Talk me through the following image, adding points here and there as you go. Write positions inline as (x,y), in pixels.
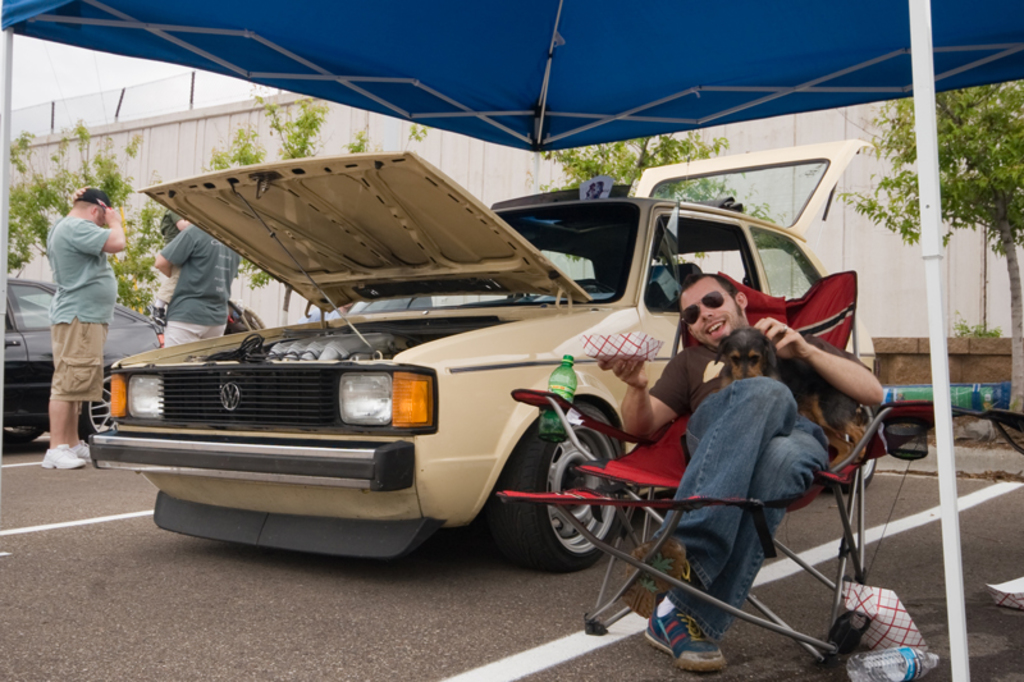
In this image we can see a man (733,433) sitting in chair (727,504) and holding a dog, beside him there are few cars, people (63,322), plants (1012,291) and wall (468,172).
